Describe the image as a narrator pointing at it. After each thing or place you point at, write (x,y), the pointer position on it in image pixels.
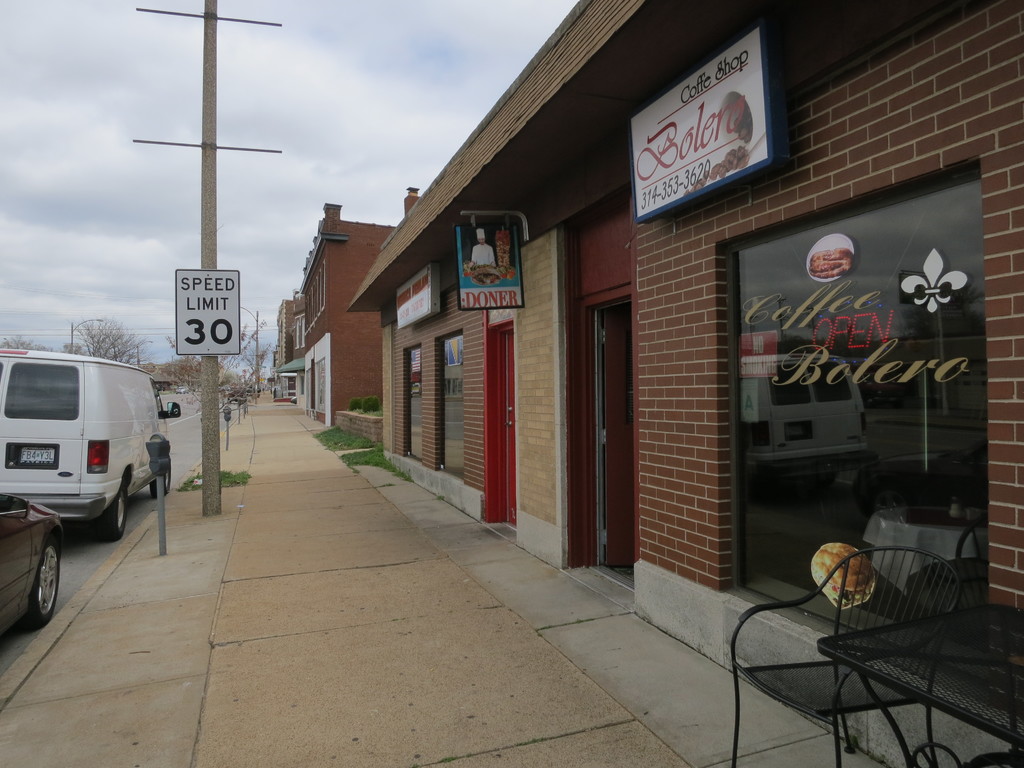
At the top (322,72) we can see sky (322,72) with clouds (232,119). These are stores (570,387). Near to the stores (785,622) we can see a chair (831,674) and a table (849,638). These are plants (381,466). We can see vehicles (72,467) on the road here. These are bare trees (109,335).
